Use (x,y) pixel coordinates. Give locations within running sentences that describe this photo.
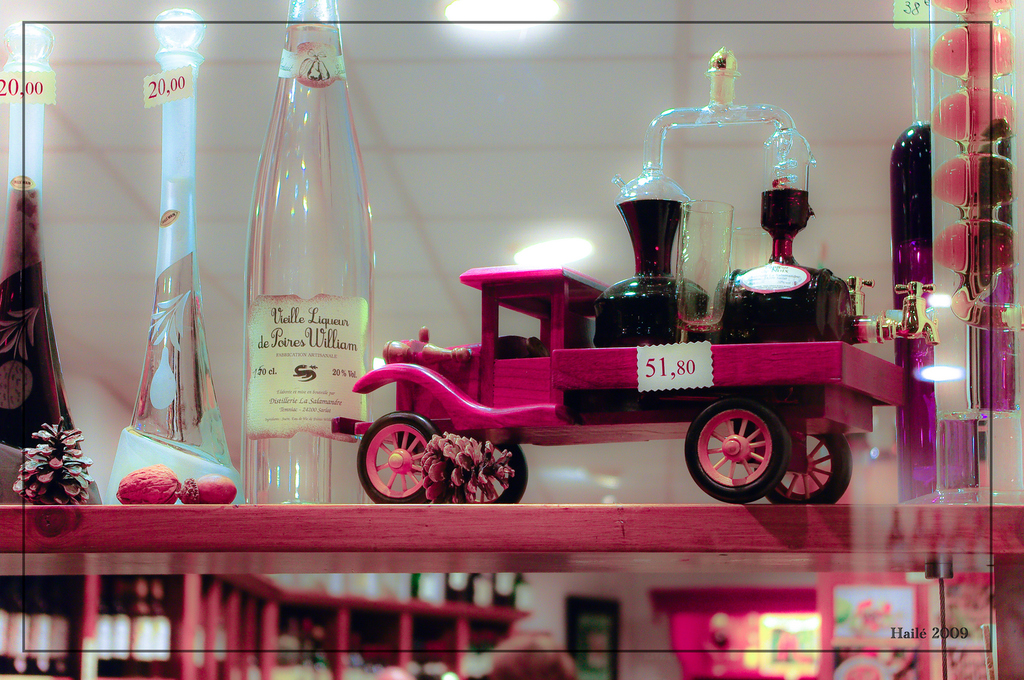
In this image, we can see a table (473,508) contains bottles (284,203) and toy (595,383). There are lights (581,252) on the ceiling (462,120) which is at the top of the image (468,147). In the background (451,172), image is blurred.
